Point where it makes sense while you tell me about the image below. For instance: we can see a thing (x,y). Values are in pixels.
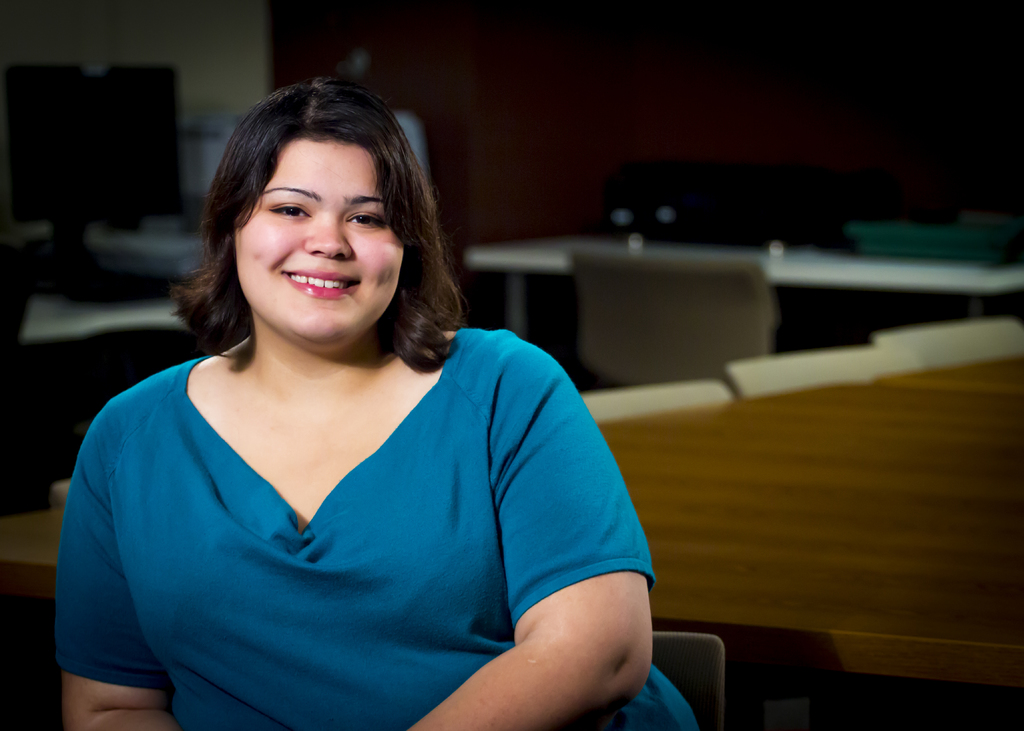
In this picture we can see a lady (480,448) in short hair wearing blue color shirt (386,512) and behind her there is a desk (824,260) on which there is a system (75,160) and a chair (671,318) on the floor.
